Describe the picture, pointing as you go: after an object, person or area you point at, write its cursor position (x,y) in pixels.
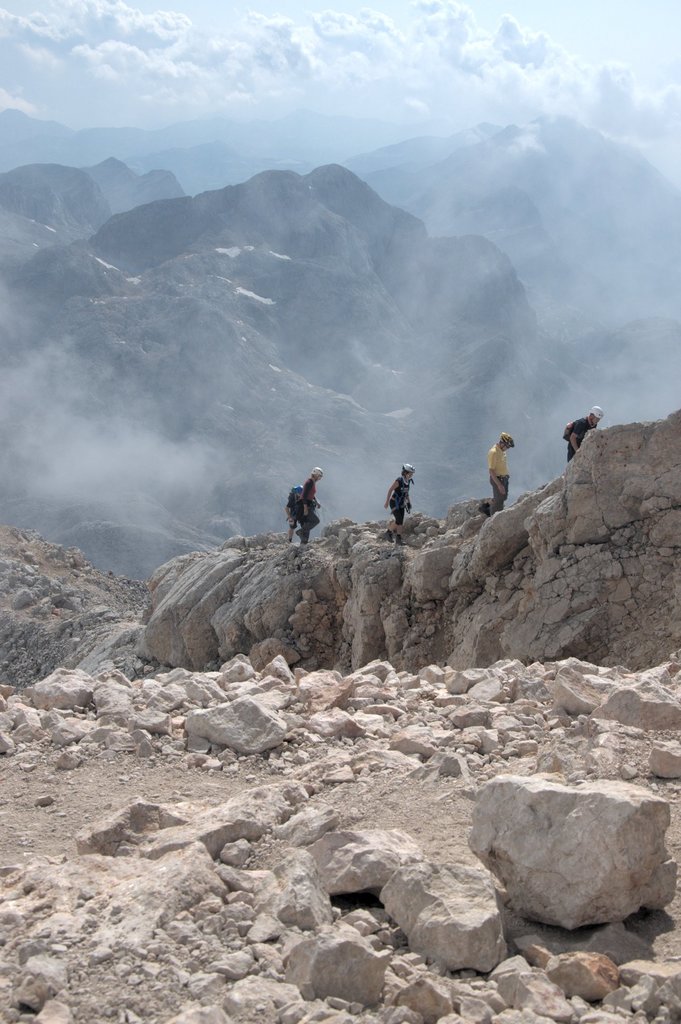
There are stones (211,691) at the bottom of this image (221,759). We can see mountains (299,479) and a group of people (393,495) in the middle of this image (360,361) and there is a sky (250,87) in the background (360,65).
